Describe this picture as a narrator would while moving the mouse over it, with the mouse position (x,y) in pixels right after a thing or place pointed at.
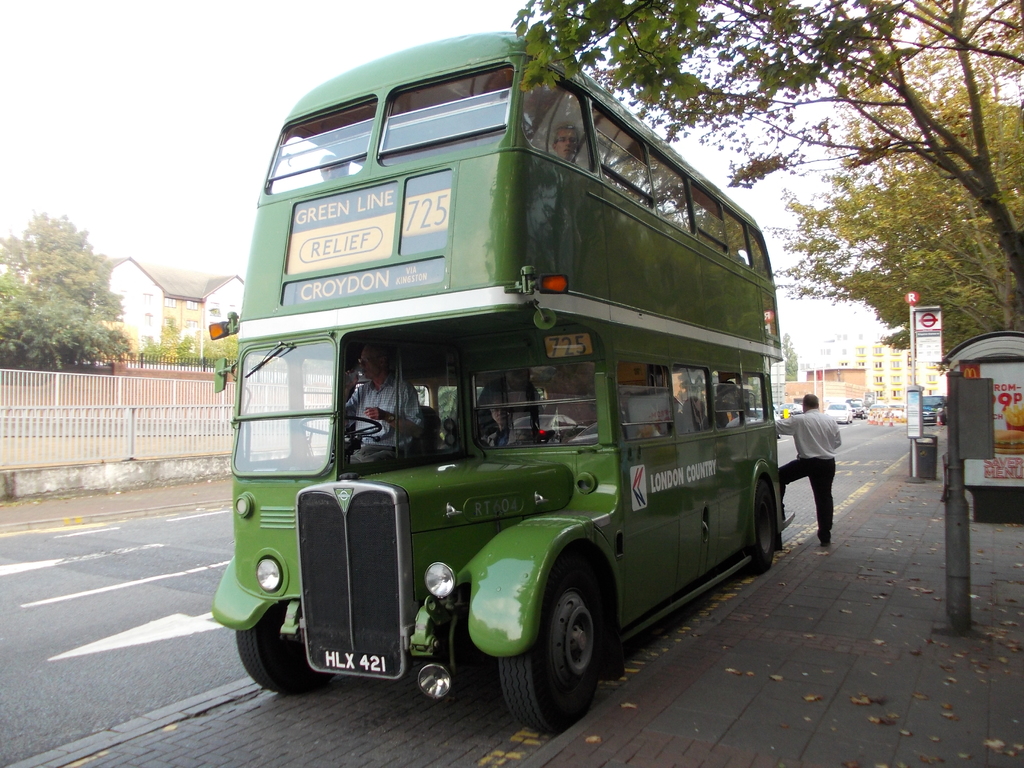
In this picture there is a driver (363,408) who is driving a green double bus (512,313). Beside that we can see another man (786,473) who is standing near to the bus stairs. On the right (987,469) we can see the sign boards (938,352), poles (909,346), street lights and other objects (1009,350). On the left (133,284) we can see the buildings (133,326), trees (62,305) and fencing (103,404). in the background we can see many cars (857,417) on the road (843,479). At the top (371,12) there is a sky (203,52).
